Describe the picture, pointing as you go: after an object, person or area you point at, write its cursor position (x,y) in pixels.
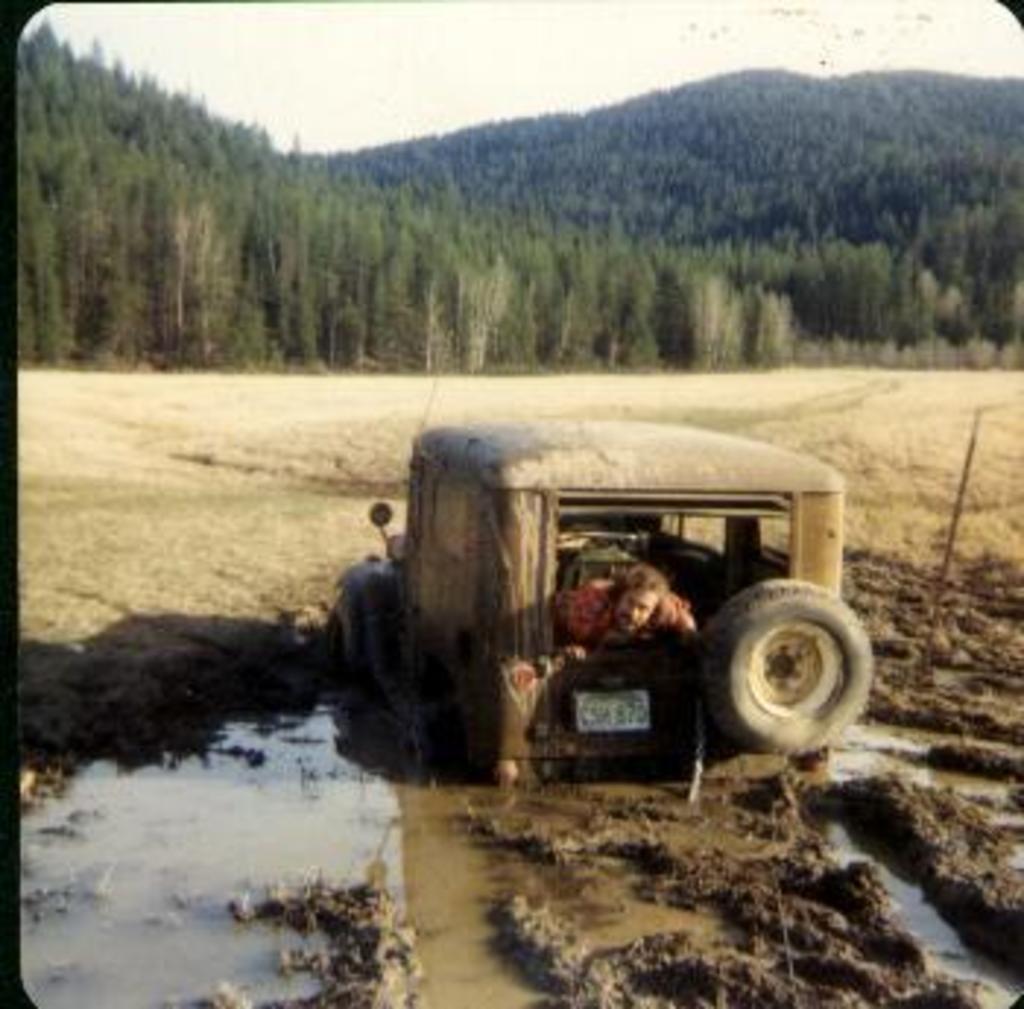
This picture seems to be an edited image with the borders (11,10). In the foreground (596,729) we can see a person (646,620) in the vehicle (677,468) and we can see the mud (500,807) and the water (830,823). In the background (677,87) we can see the sky (500,59), hills (479,156), trees (444,271) and some other objects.
